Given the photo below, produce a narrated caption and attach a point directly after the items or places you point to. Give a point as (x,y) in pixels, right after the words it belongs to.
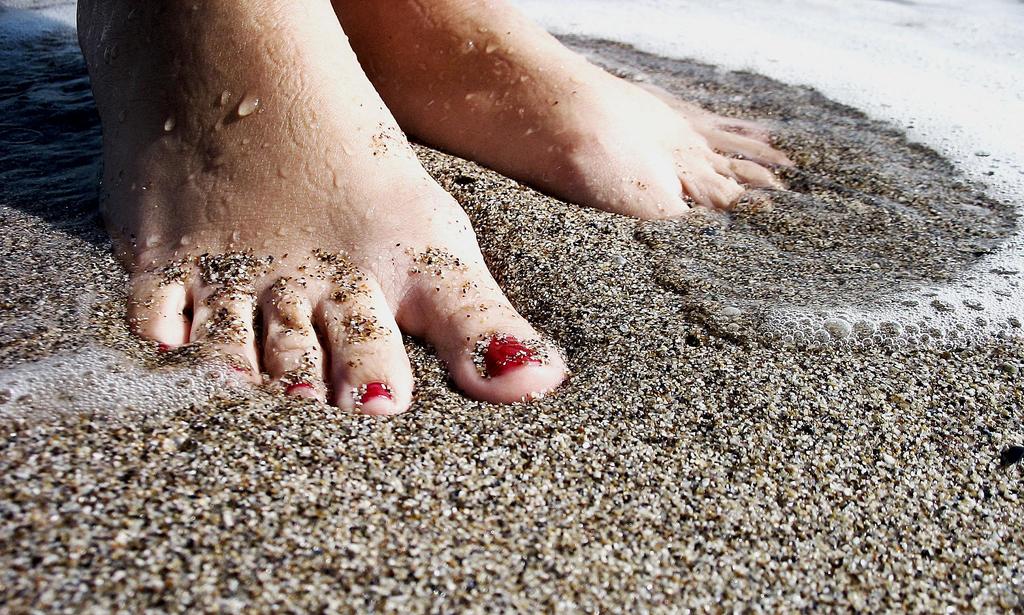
In this image there is a person's foot (463,100) truncated towards the top of the image (233,62), there is water (967,285) truncated towards the right of the image (982,165), there is water (62,382) truncated towards the left of the image (16,327), there is sand (91,420) truncated towards the bottom of the image (371,589), there is sand (985,493) truncated towards the right of the image (986,443), there is sand (67,473) truncated towards the left of the image (58,460).
